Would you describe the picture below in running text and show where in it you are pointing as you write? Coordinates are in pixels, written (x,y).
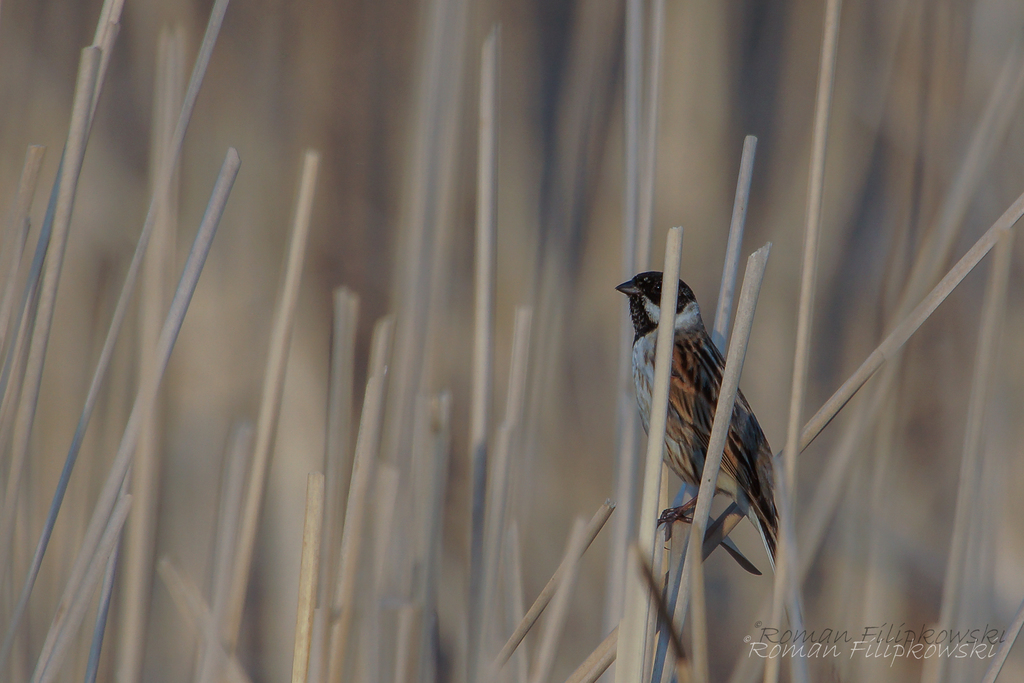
There is one bird (701,433) present on a wooden stick (649,480) is on the right side of this image (710,471), and there are some other wooden sticks (423,365) in the background (632,430). There is a watermark (869,634) at the bottom right corner of this image (866,648).
